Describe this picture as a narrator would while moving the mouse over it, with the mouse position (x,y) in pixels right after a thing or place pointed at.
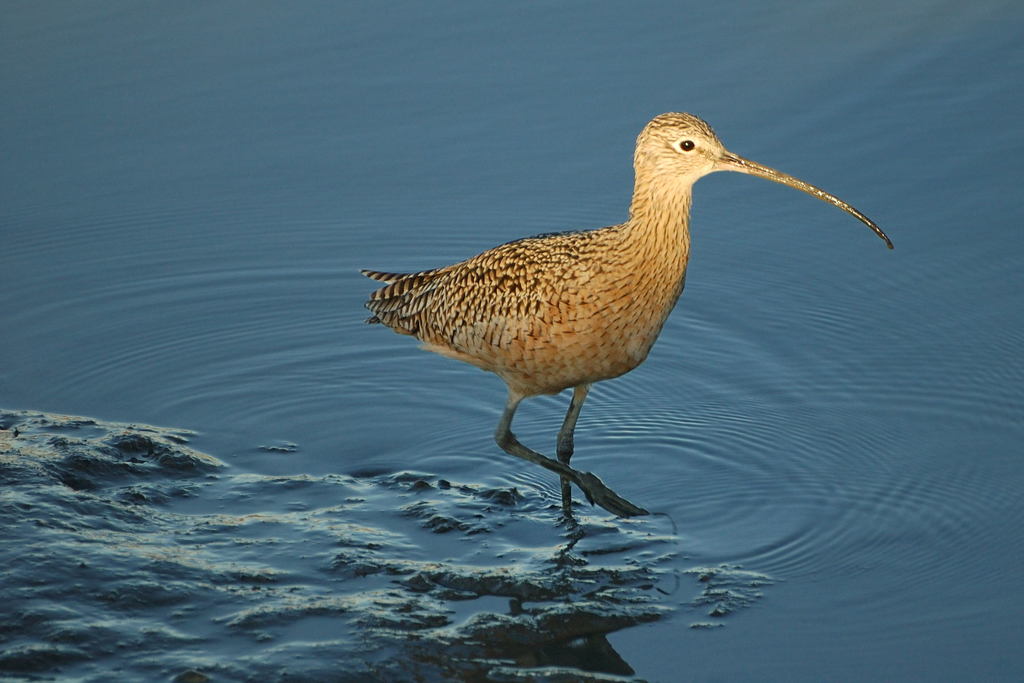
In this image we can see water (891,618) and bird (516,338).
